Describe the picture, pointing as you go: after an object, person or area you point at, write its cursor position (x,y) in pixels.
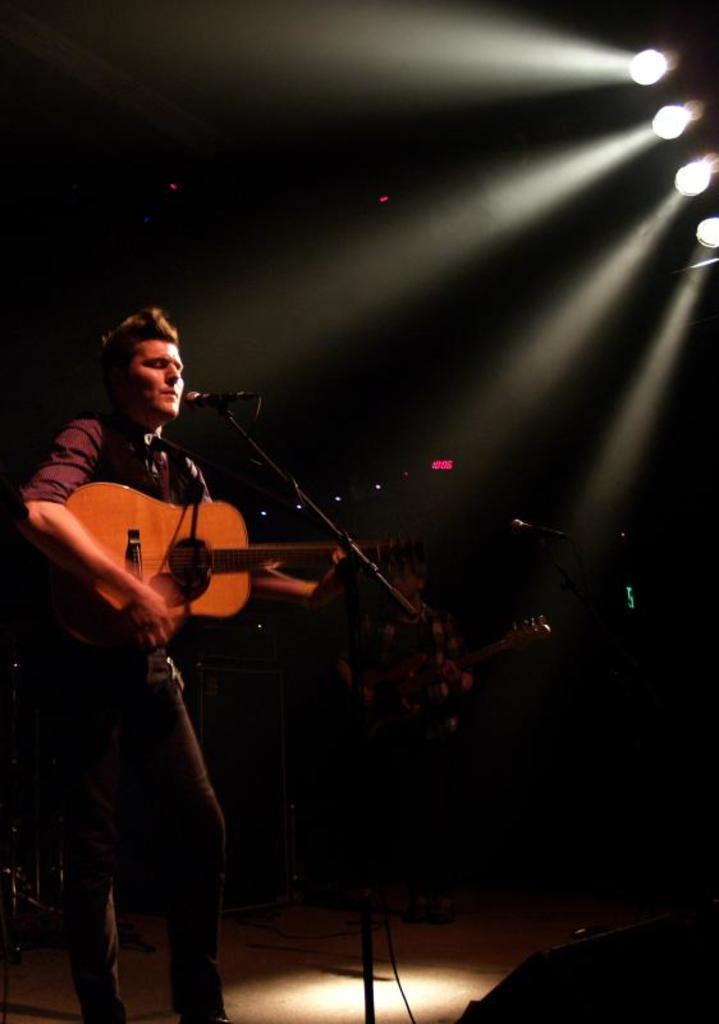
In this picture there is a man (203,490) who is holding a guitar (185,594) and playing it in front of the mic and behind him there is an other person (403,725) who is playing the guitar (515,641) and some lights (643,85).
